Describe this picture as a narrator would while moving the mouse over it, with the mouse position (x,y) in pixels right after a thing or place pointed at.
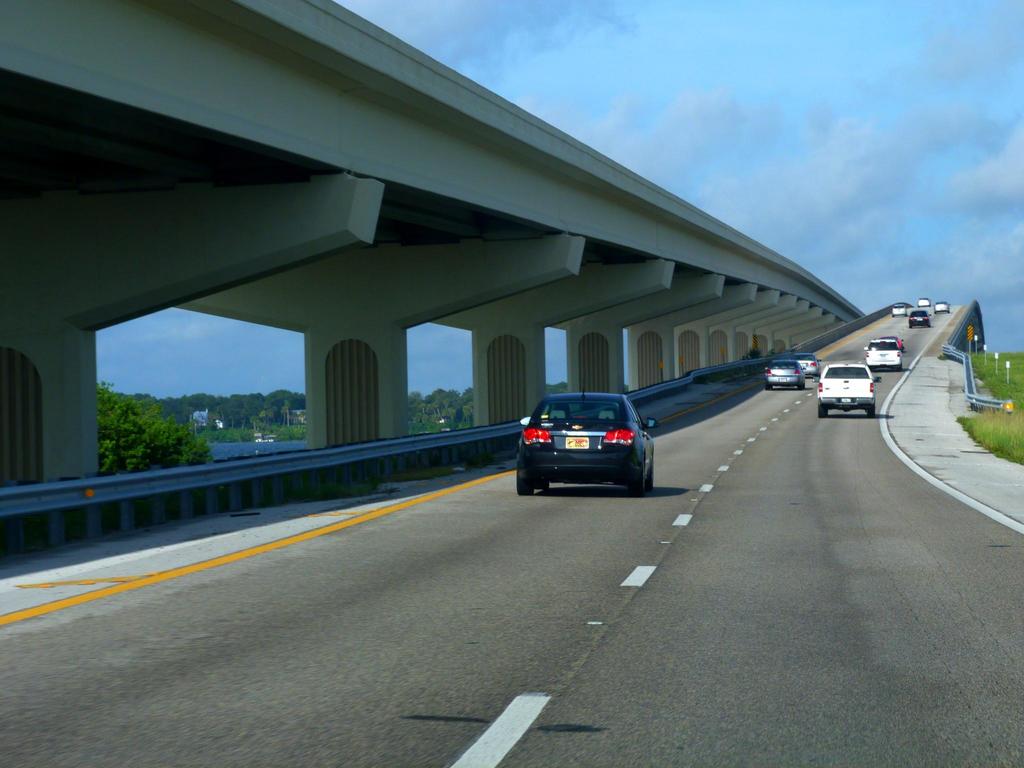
In the image we can see there are many vehicles (539,415) on the road (791,421). Here we can see the bridge (458,256), trees (301,399), poles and the cloudy sky (742,101).
